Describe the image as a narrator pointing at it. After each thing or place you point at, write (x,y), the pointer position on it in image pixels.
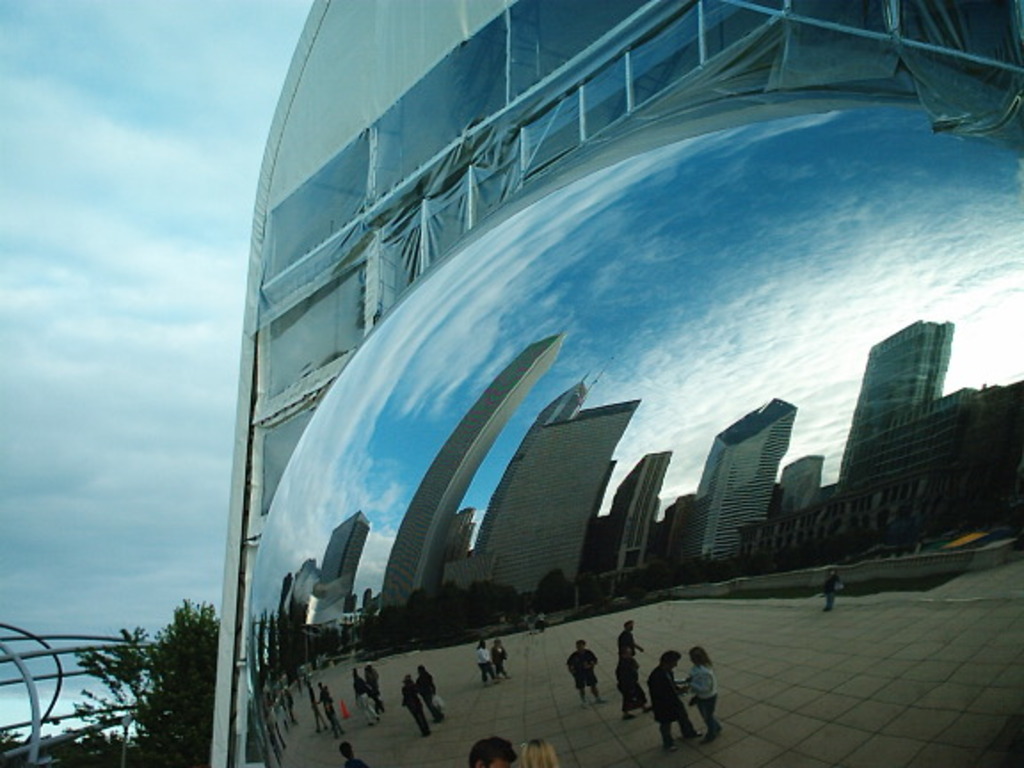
In this image there is a building (455,90) and we can see a cloud gate (708,326) in the front (756,187) and through the cloud gate (620,397) we can see the buildings (580,540), people (592,680) on the path (744,716) and also sky (736,338) with some clouds (837,311). On the left (187,670) there is a tree (144,659) and also the sky (150,636).
